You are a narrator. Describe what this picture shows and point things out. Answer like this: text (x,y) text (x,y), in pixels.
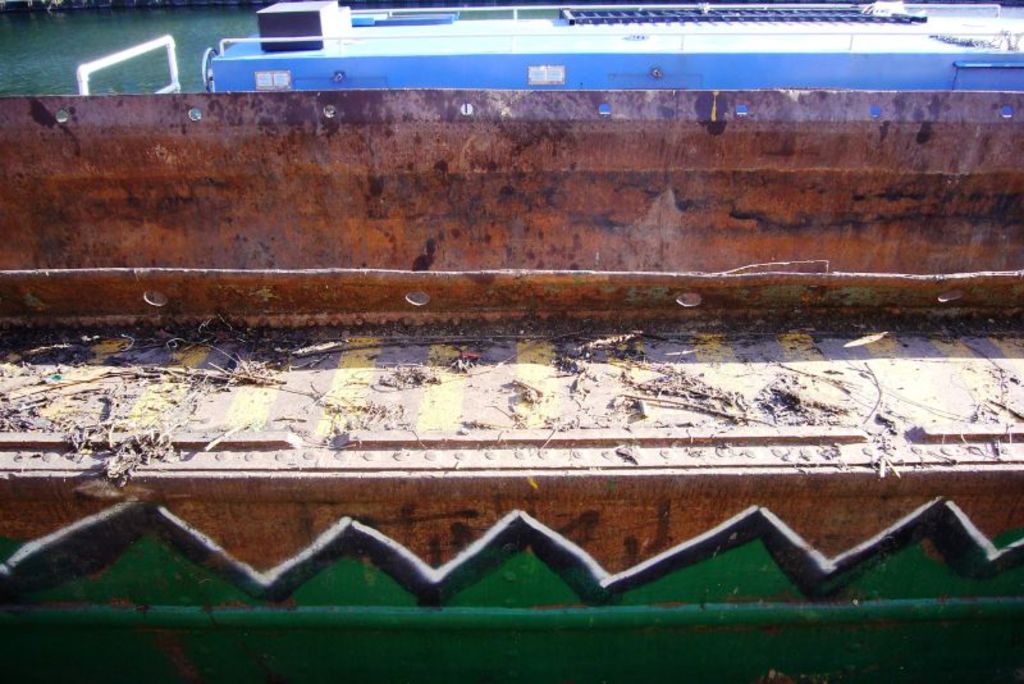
This image is taken outdoors. At the top of the image (147,25) there is a pond (135,32) with water (208,32) and there is a boat (223,62) in the pond (148,67). In the middle of the image (561,294) there is a metal object (551,477). There is dirt (144,393) on the metal object (432,416).
